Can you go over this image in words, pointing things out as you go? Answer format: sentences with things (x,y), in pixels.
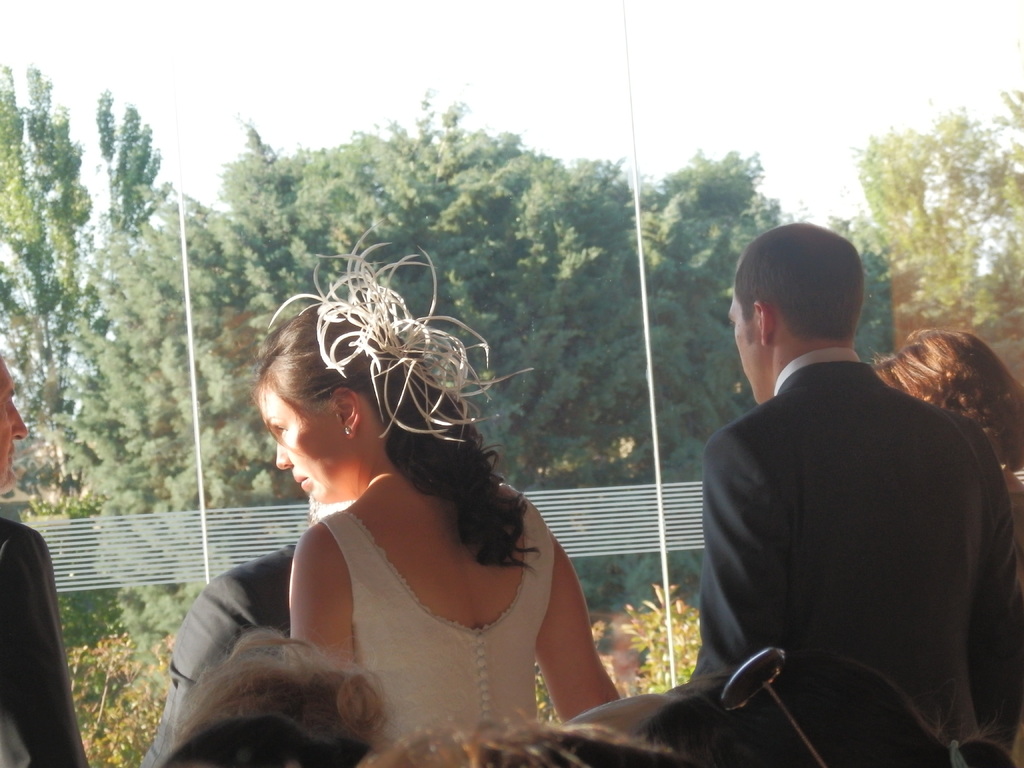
In the image we can see there are people (352,539) wearing clothes (355,562). Here we can see glass window (568,282) and out of the window (526,260) we can see trees (306,259), plants (154,645) and the sky (738,68).
